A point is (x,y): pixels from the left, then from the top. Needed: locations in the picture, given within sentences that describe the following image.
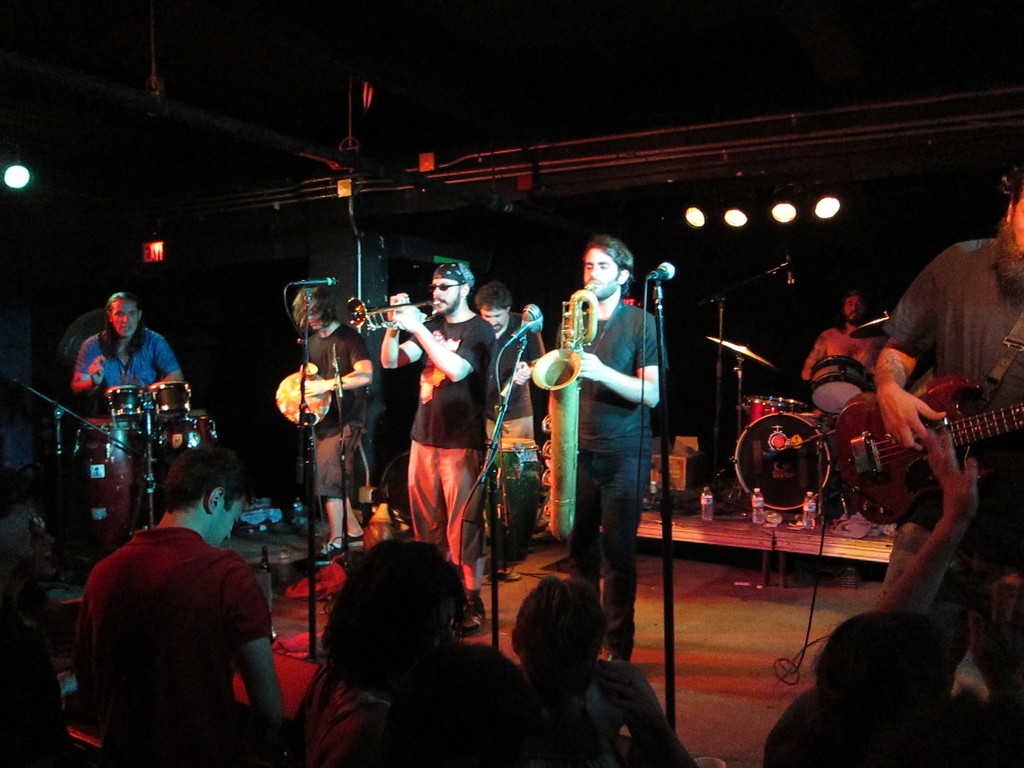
In the center of this image (433,409) I can see some persons (587,374) playing some musical instruments (572,369) by wearing black t-shirts (484,382). On the left side of the image (122,369) I can see one person (93,375) who is playing the drums (131,437). And also another person (840,344) on the right side of the image (830,361) he is also playing the drums (852,373). On the right side of the image (982,393) I can see a man (986,403) playing the guitar (967,417). And on the bottom of the image (520,715) there are some people (228,656) who is listening to the music and enjoying it. On the top right of the image (732,218) I can see some lights (782,221). In this I can see a table (791,541) and there are some bottles (760,511) on it.
